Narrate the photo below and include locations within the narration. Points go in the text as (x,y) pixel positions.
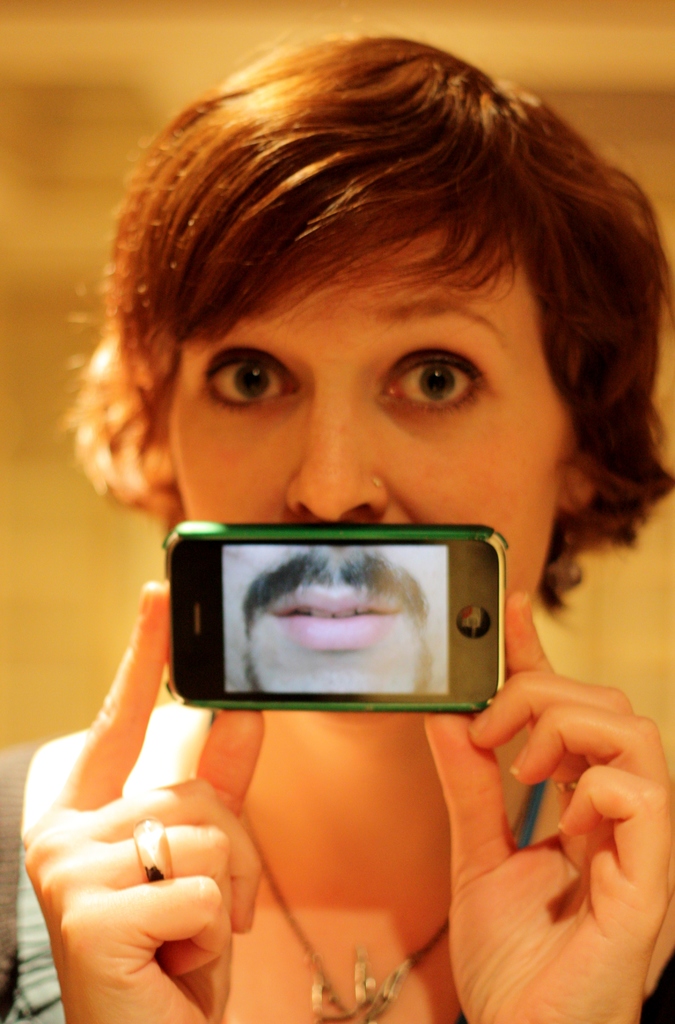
This person (483,515) is holding a mobile (446,687) and looking forward.
